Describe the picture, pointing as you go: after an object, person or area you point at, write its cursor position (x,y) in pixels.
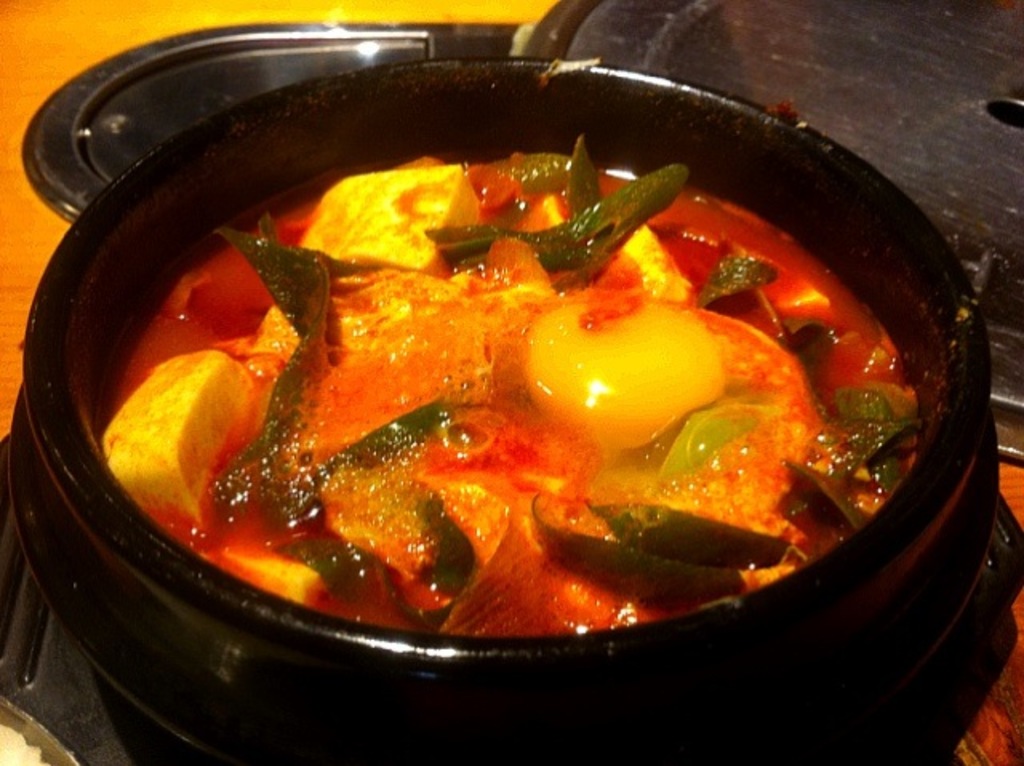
In a black bowl (973,373) I can see the tofu stew (660,369), beside that I can see the plate (995,123) and other objects (33,650) on the table (6,139).
